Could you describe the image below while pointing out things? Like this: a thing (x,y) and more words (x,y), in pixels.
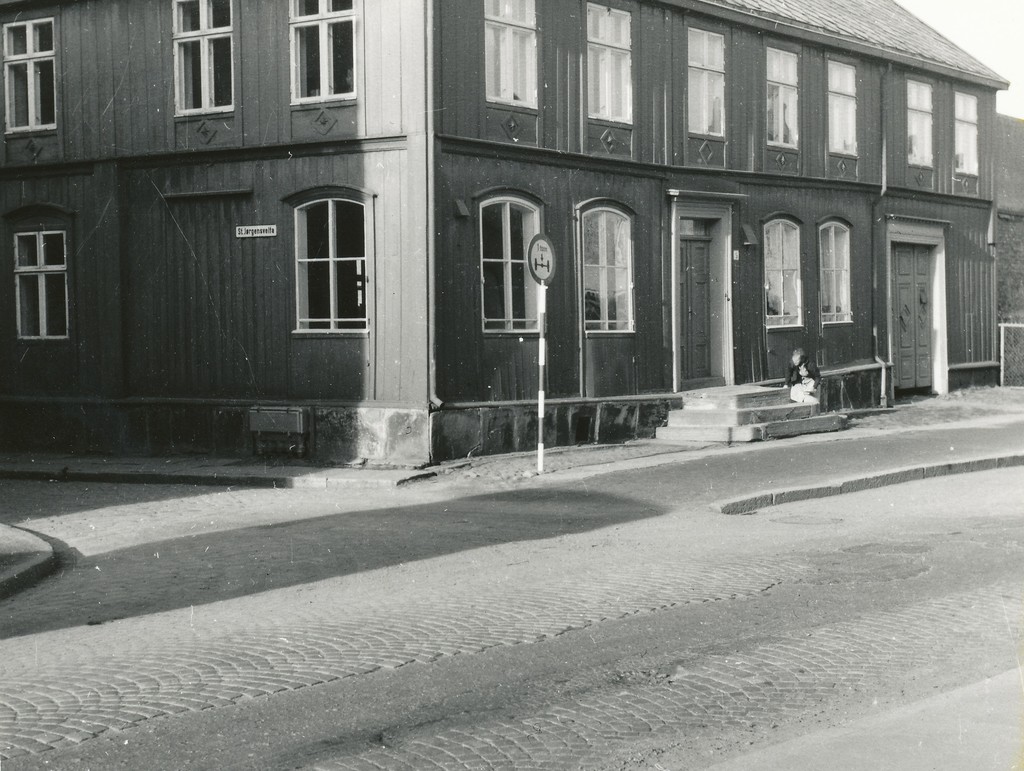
In this picture I can see there is a building (256,340) and it has few windows (591,318) and doors (696,239) and there are stairs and there is a road (492,605) here. The sky (979,13) is clear.
